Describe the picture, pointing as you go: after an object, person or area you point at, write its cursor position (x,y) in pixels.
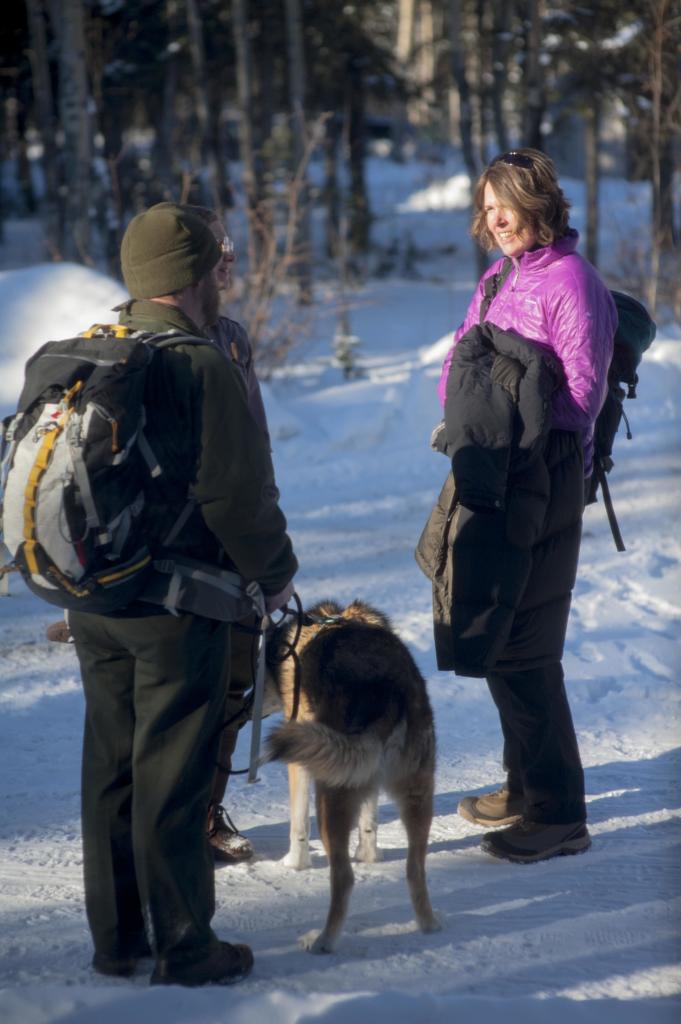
There are three people (543,327) talking to each other. Of them two are women (557,246) and one is a man (202,229). They are located in snow (318,337). They are wearing backpacks (134,469), winter coats (164,322) and shoes (498,805). There is dog (387,671) in between them standing. There are some trees (474,150) and snow (440,215) in the background (398,229).
